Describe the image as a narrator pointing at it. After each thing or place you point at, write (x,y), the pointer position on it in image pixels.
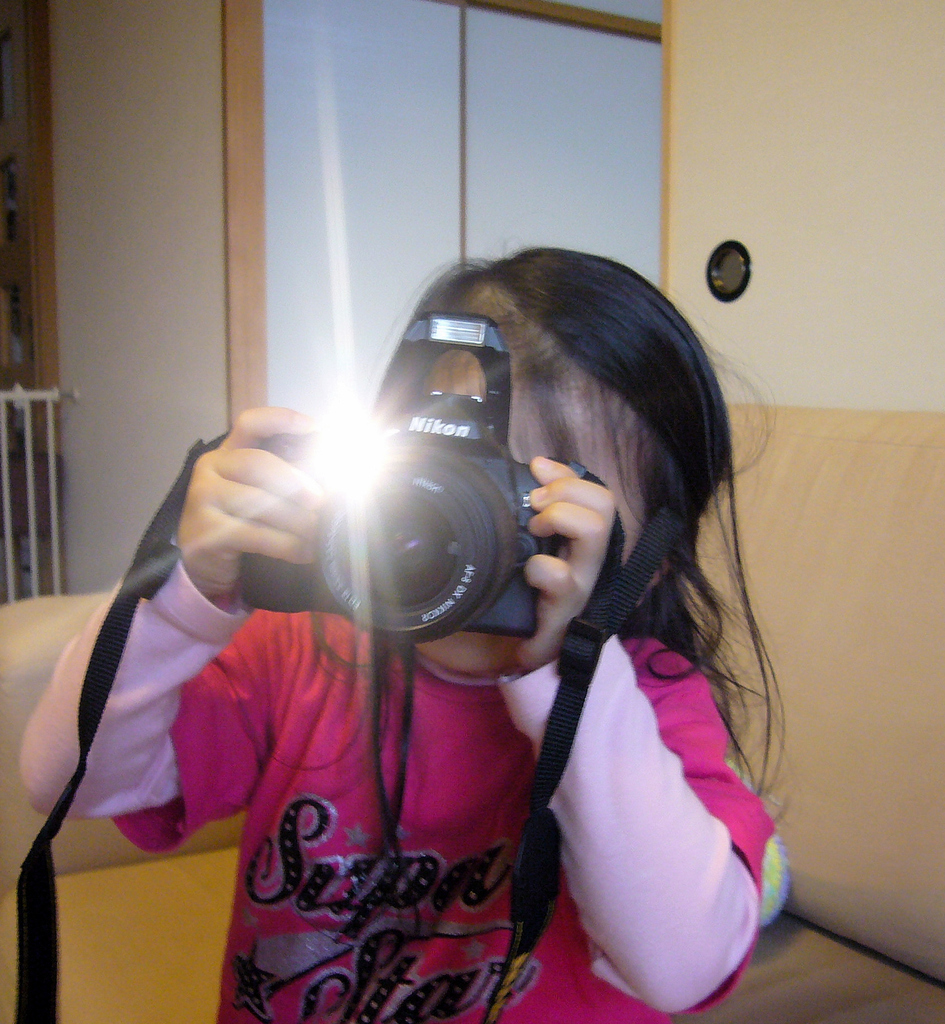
In this picture there is a girl (536,496) holding a camera (457,523). There is a sofa (854,711).
